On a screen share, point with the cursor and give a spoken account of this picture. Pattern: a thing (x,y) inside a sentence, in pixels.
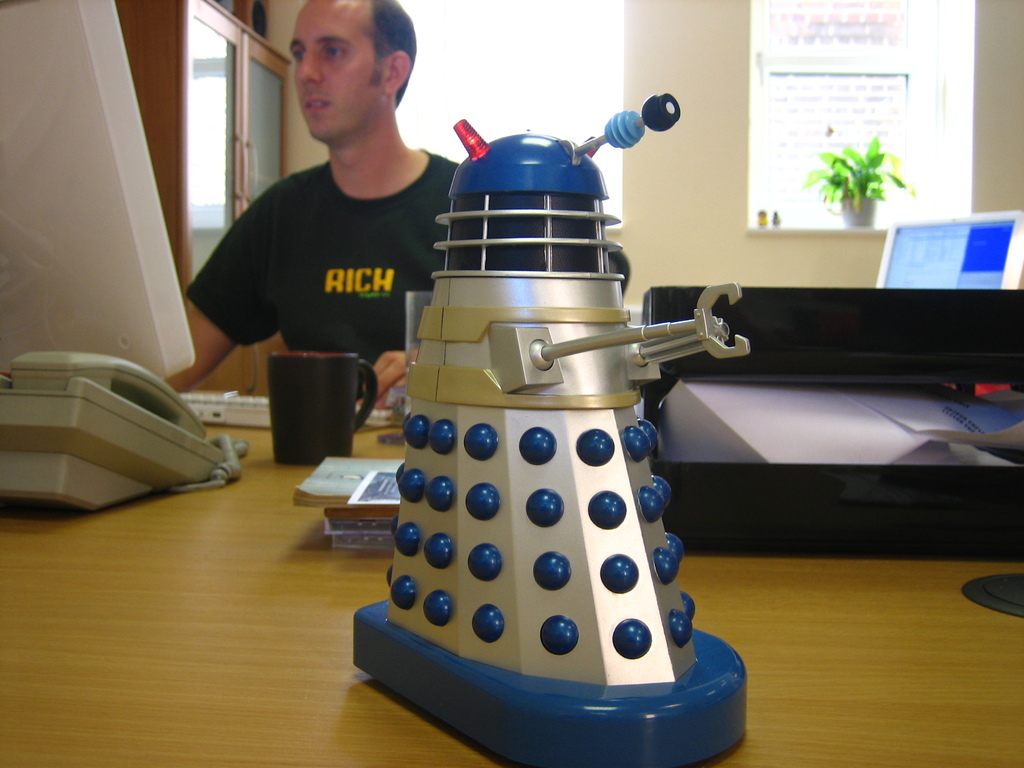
In the picture we can see a man (401,258) sitting on the chair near the table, he is wearing a black T-shirt (222,303) and on the table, we can see a monitor (164,317), behind it, we can see a telephone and besides it, we can see some fax machines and in the background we can see a wall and house plant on it and beside it we can see another monitor screen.
